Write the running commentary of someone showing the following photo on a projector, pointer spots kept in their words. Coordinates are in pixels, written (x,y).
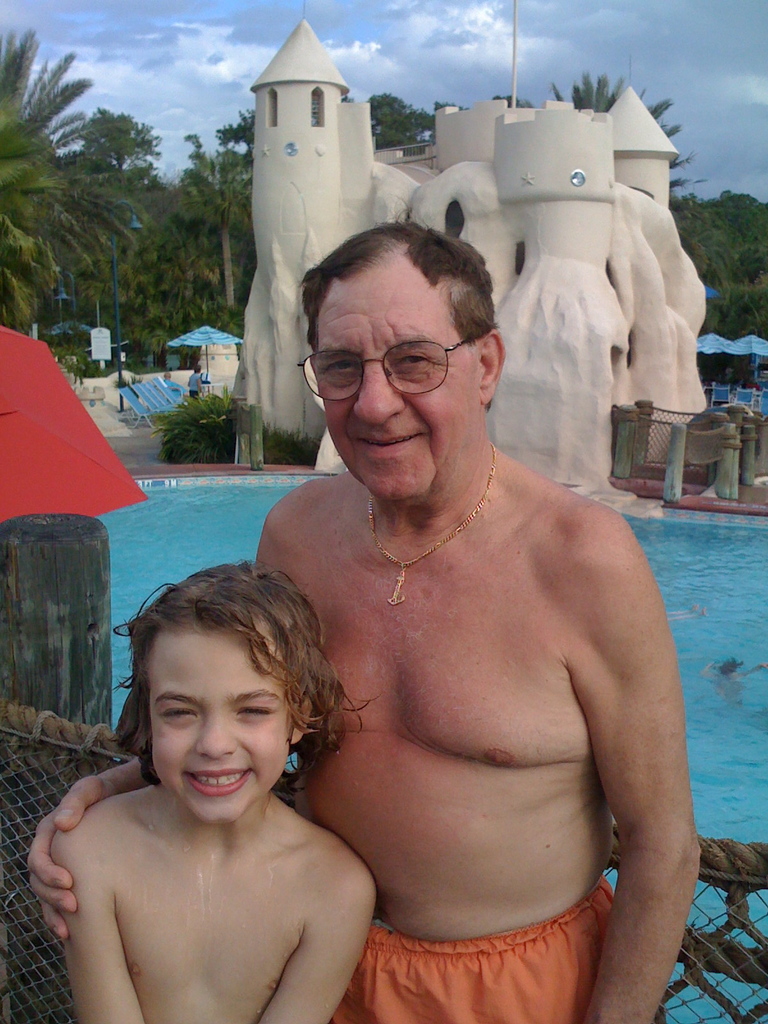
In the center of the image (357,468) there is a man (326,513) and kid (192,823) standing at the pool (713,583). In the background (138,312) there is a castle (585,285), water (690,532), umbrellas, trees (159,253) and sky (151,69).
